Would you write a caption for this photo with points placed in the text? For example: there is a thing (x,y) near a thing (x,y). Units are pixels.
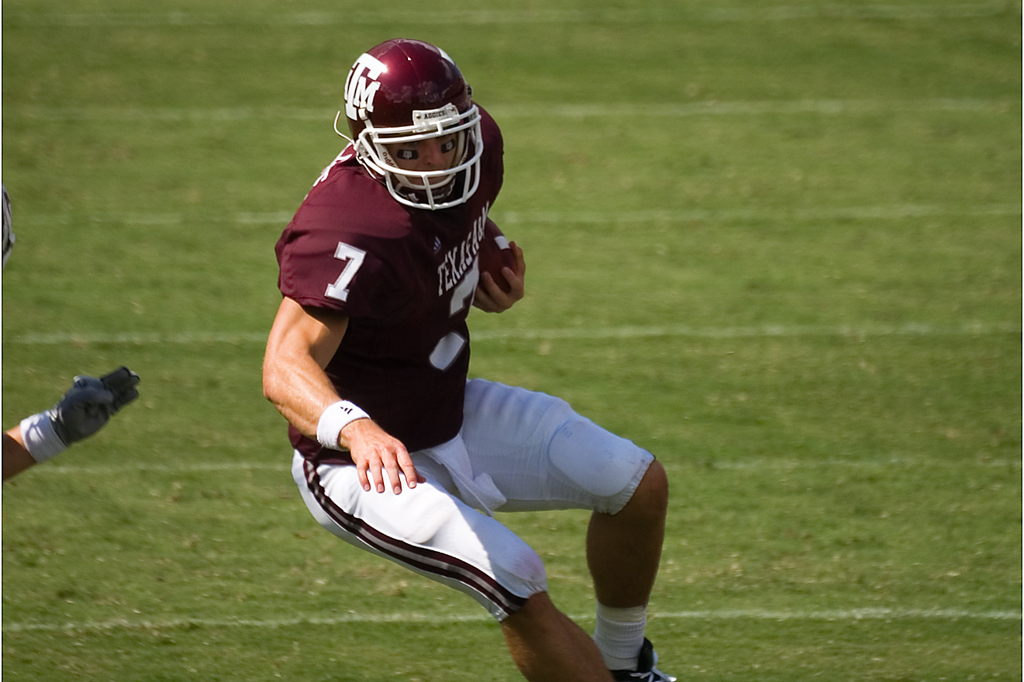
In this image i can see a person (436,348) wearing brown t shirt (410,330) and a white short (405,520) standing and holding american foot ball (482,284) in his hand (511,293), i can see he is wearing a helmet (471,127). To the left of the image (14,428) i can see another person's hand (5,443), In the background (685,257) i can see the ground (815,214).
